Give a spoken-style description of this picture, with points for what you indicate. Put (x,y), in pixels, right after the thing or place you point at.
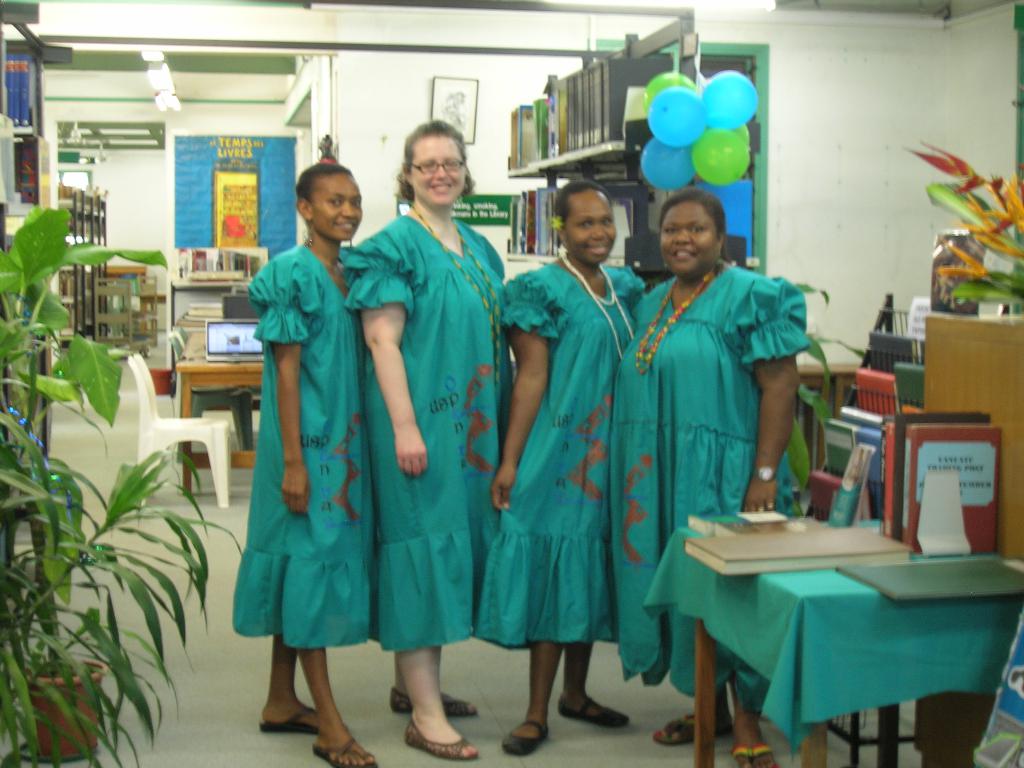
Here we can see a group of people (585,250) are standing on the floor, and in front (891,554) here is the table (911,555) and books (890,538) on it, and here is the flower pot (79,560), and here is the wall (865,75), and at side here are the balloons (650,149).
